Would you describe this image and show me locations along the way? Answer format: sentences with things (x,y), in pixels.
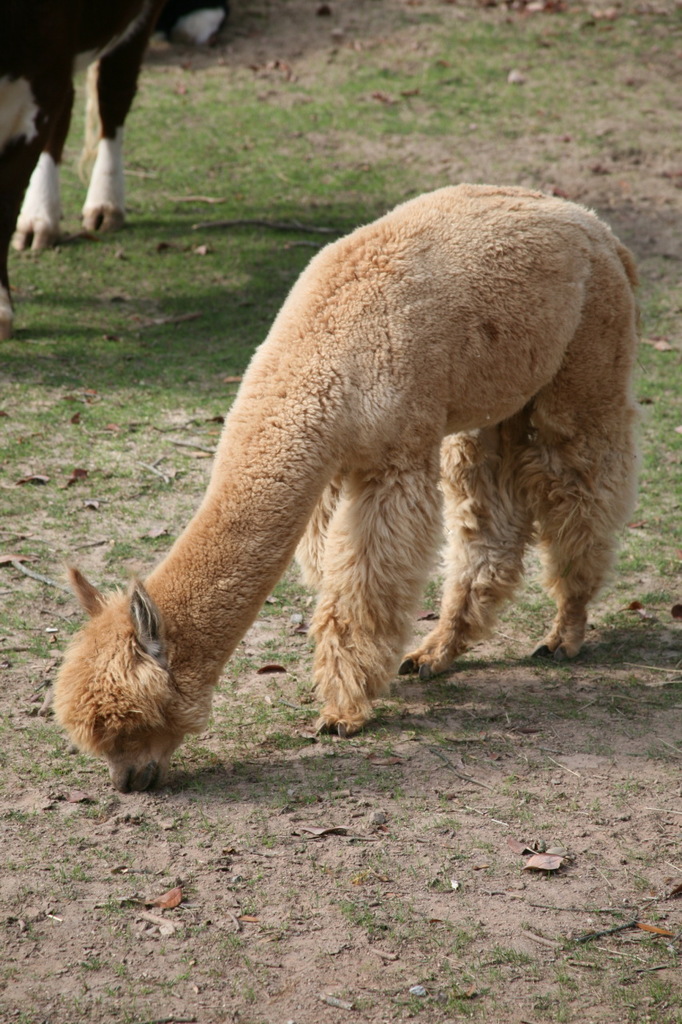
In this image in the center (288,404) there is an animal (288,404). In the background (363,173) there is grass (254,174) on the ground (247,94) and there is an animal (86,53).
